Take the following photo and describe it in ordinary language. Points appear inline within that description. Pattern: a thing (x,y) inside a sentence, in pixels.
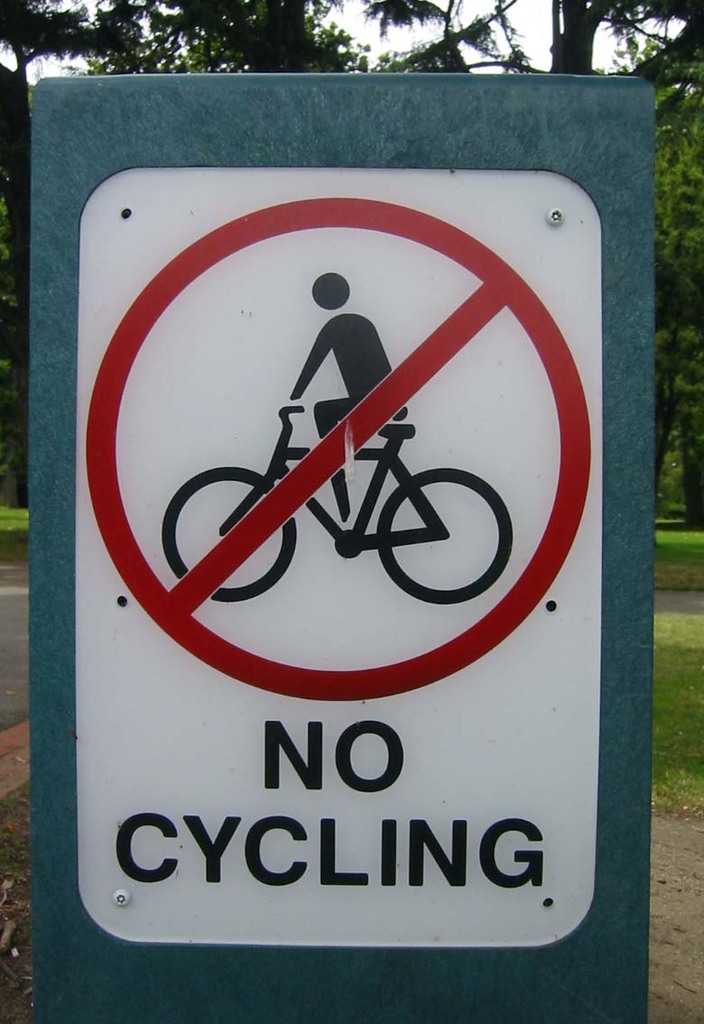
In the image we can see the instruction board (441,524), on it we can see some text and the symbol (344,452). Here we can see grass (678,662), trees (557,49) and the sky (529,28).
